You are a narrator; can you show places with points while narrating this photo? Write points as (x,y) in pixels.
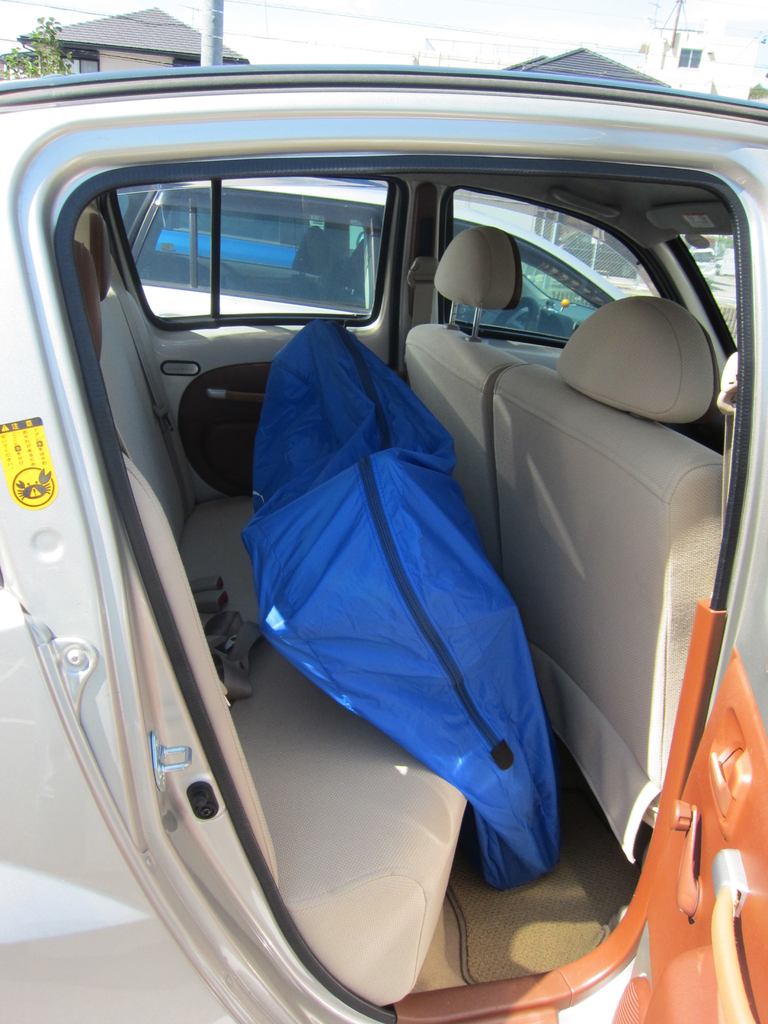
In this image there is a car (92,386), in that car (87,375) there are seats (596,470) and a blue packaging (358,588) from inside the car door (184,323) another car (347,198) is visible, in the top (187,38) there are houses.
